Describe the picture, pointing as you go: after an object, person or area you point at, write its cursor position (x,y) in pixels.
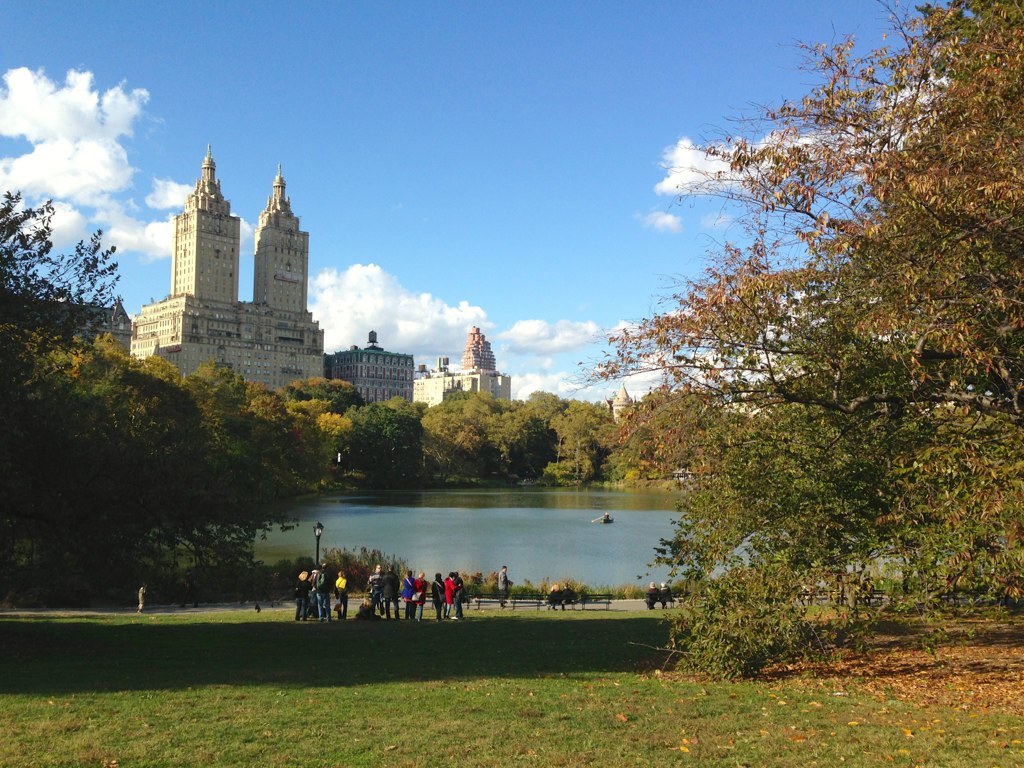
In this image we can see a few people (323,587), there are buildings (406,374), plants (311,562), trees (696,510), also we can see the water (527,519), and the sky (552,234).
